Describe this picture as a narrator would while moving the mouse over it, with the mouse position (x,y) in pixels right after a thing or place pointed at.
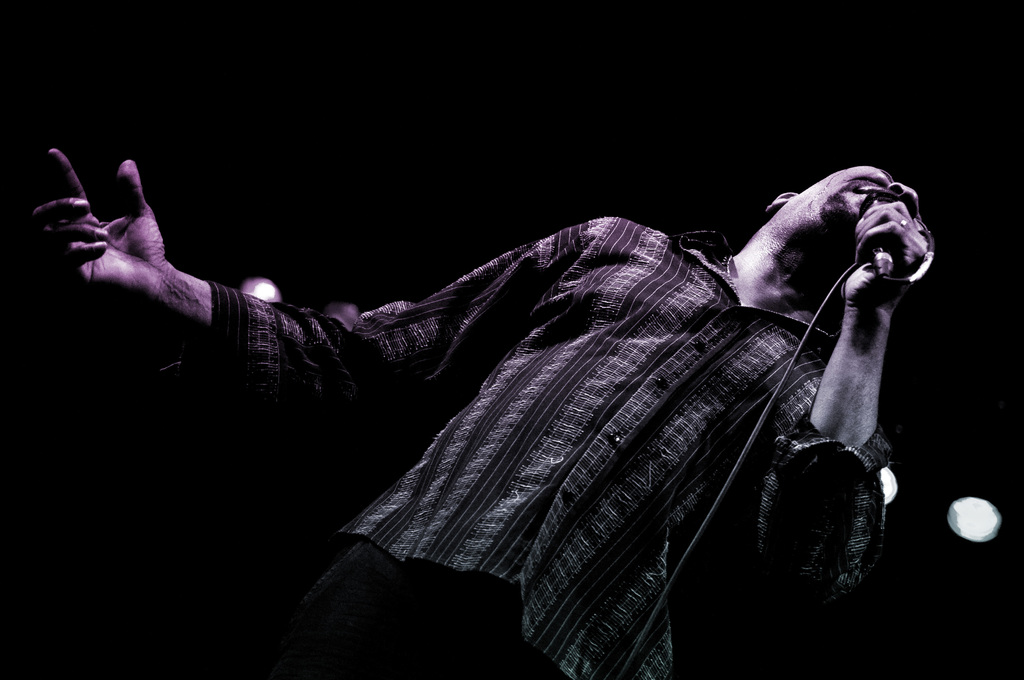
In this image we can see a man (802,368) standing and holding a mic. In the background (962,507) there are lights (270,284).
